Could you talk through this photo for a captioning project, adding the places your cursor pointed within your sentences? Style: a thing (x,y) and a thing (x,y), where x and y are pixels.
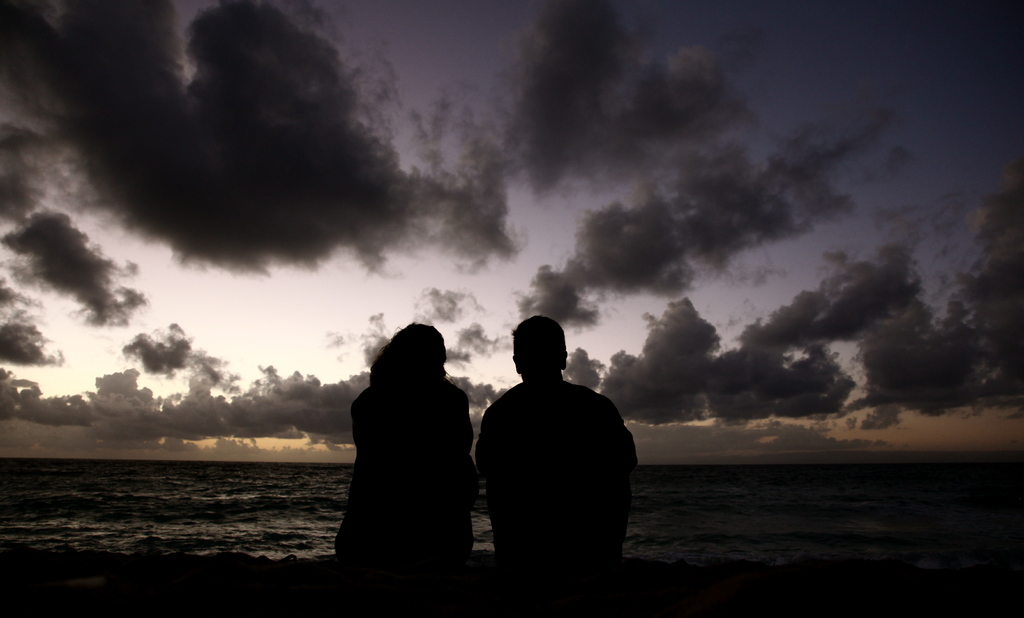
In this image there are two people (470,497) sitting on the surface of the sand (454,590), in front of them there is a sea (224,485). In the background (461,310) there are the sky (203,320) and clouds (401,224).
